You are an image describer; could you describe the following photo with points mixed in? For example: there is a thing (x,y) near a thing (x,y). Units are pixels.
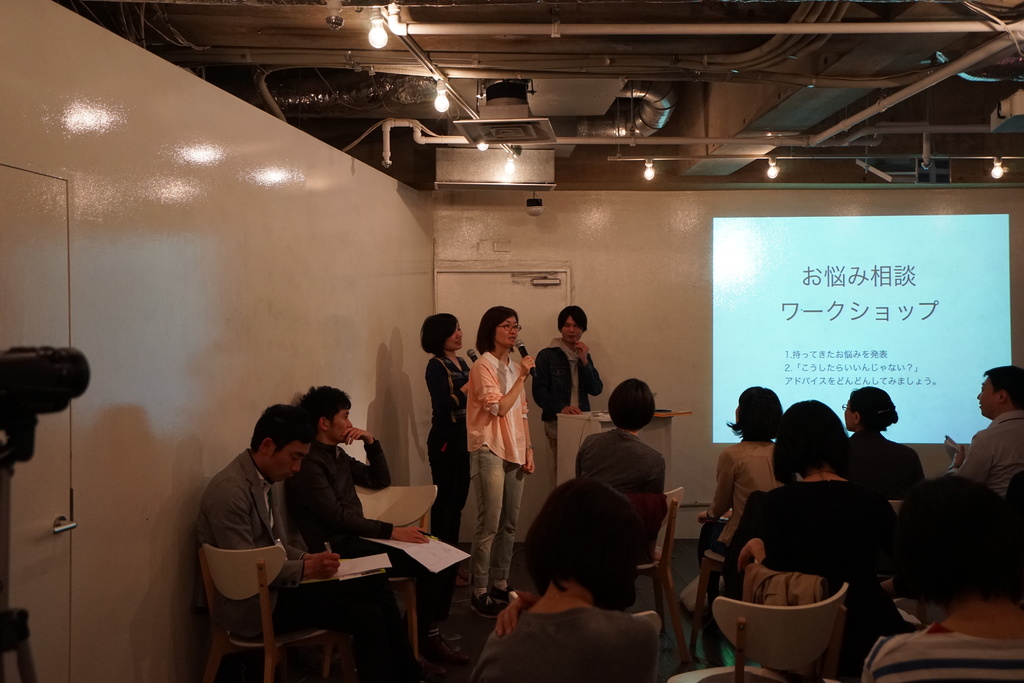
In this image I see number of people (939,554) in which most of them are sitting on chairs (705,552) and I see that these both women (466,367) are holding mics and these 3 of them (583,380) are standing and I see the wall (353,255). Over here I see the white screen (793,272) on which there are words (848,283) written and I see the lights (505,165) and few equipment (856,26) over here and I see the door (41,237) over here.
